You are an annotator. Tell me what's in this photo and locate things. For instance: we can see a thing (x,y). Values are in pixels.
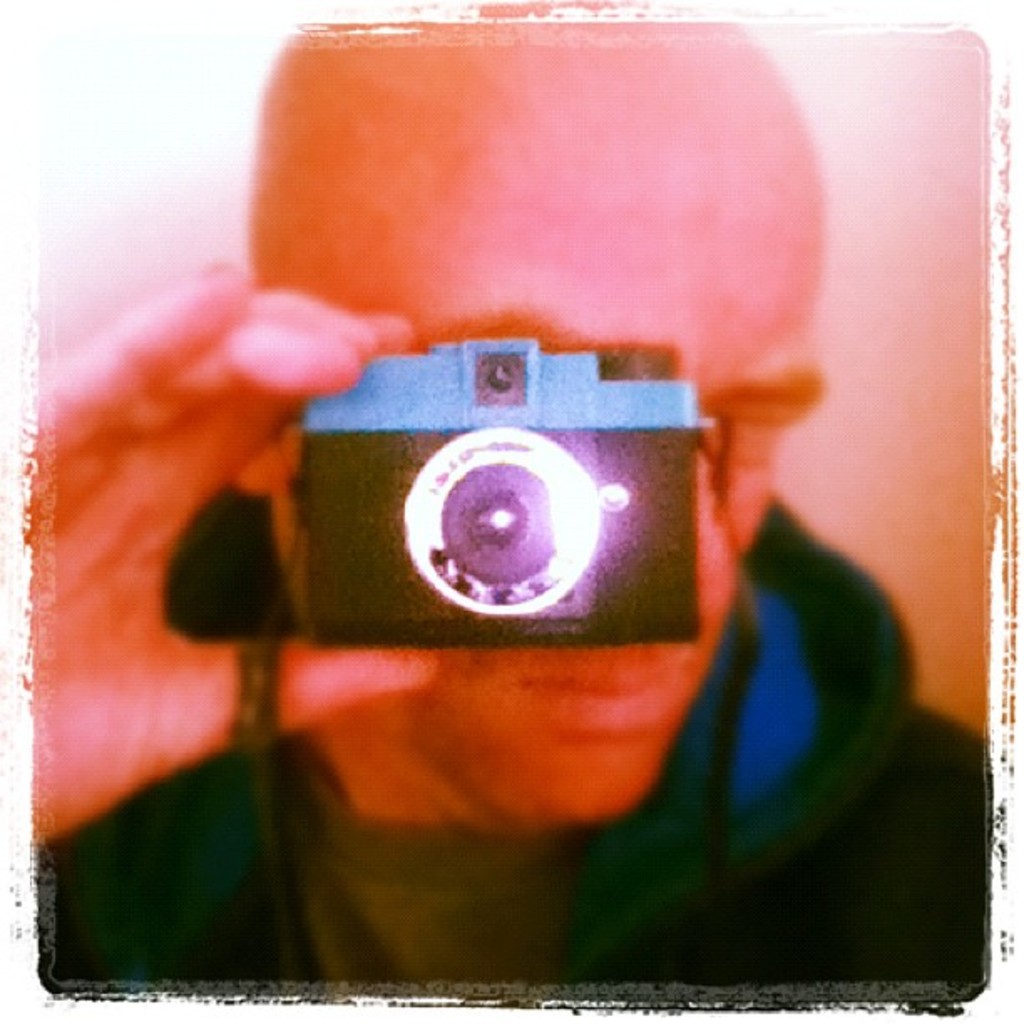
In this image there is a person (345,666) holding a camera (460,598).
